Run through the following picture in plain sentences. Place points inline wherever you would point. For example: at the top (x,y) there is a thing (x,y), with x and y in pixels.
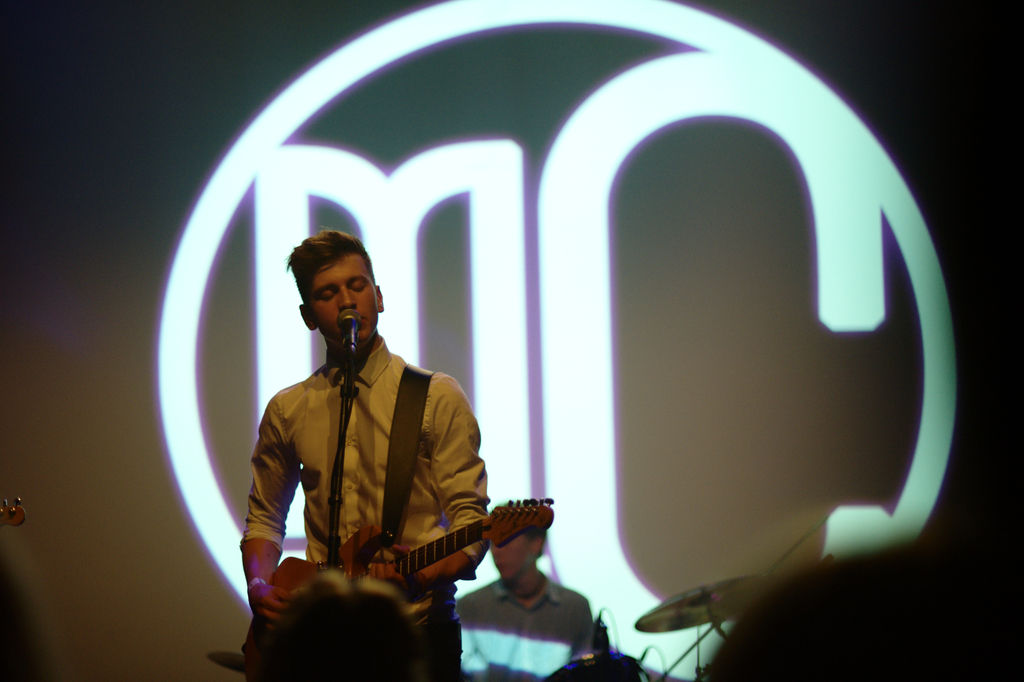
This Picture describe about a live performance of a boy (381,389) wearing white shirt (460,510) holding the guitar (522,522) in his hand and singing in the microphone (355,348), behind a man (521,604) wearing blue shirt (552,635) is playing band (597,669), And on extreme behind, we can see the MC symbol (407,231) is lighting up.
